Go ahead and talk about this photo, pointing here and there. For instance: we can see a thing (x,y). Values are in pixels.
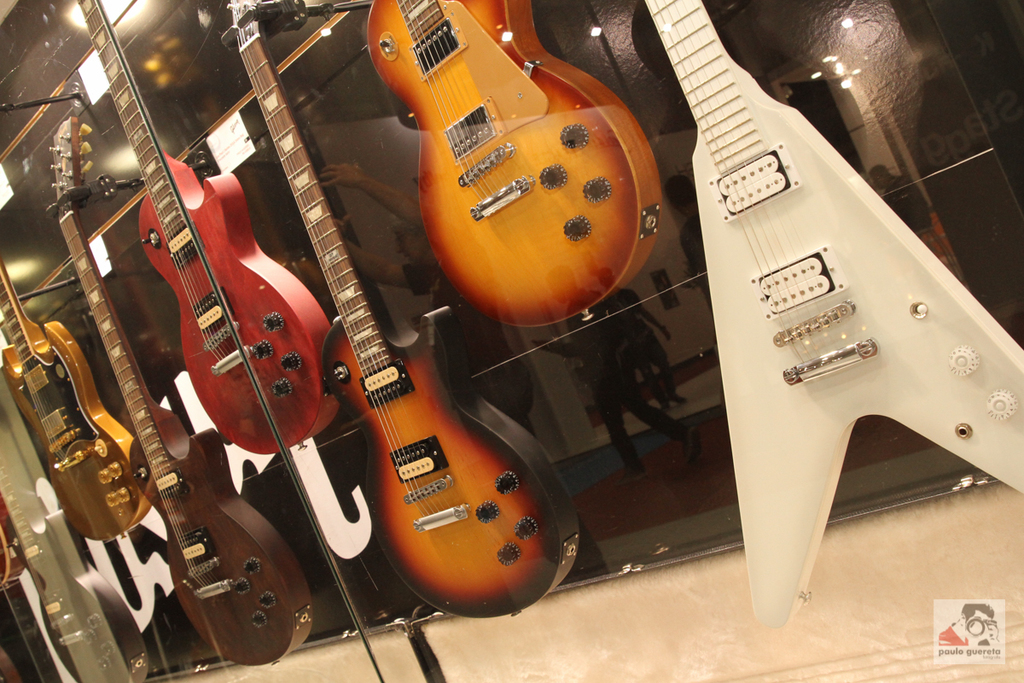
In the picture there are group of guitars (565,207) which are hanged to the wall (206,29) they are of different different colors in the background (632,37) the wall (632,37) is of black color.
